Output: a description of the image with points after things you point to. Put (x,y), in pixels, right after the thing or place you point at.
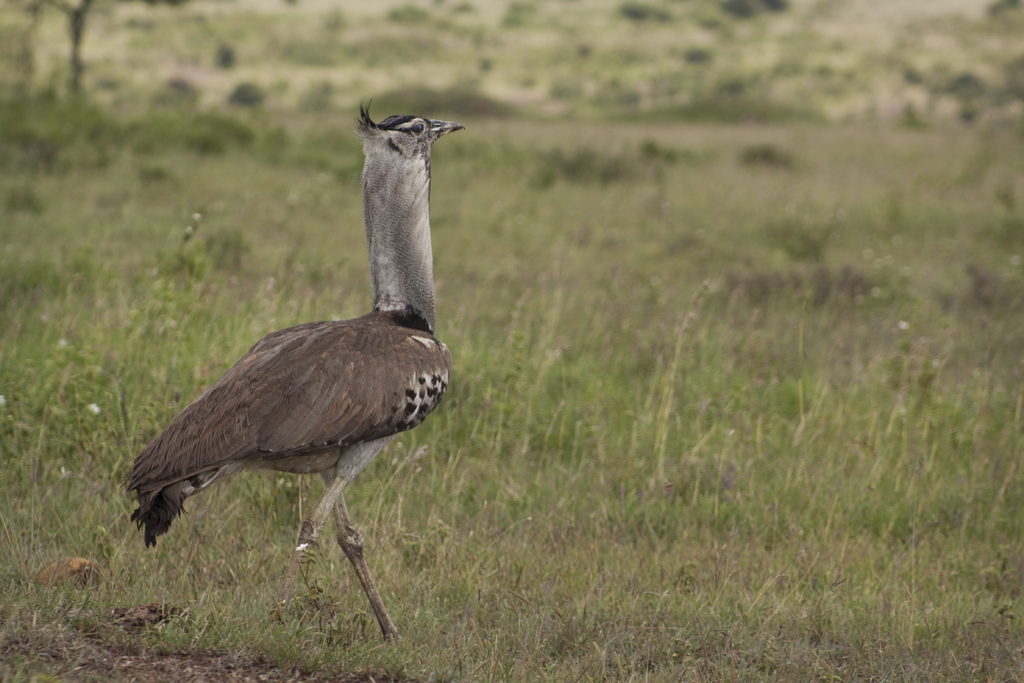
In this picture we can see a bird (309,361) walking on the grass (495,515) and i think the bird (349,343) name is Kori Bustard.
